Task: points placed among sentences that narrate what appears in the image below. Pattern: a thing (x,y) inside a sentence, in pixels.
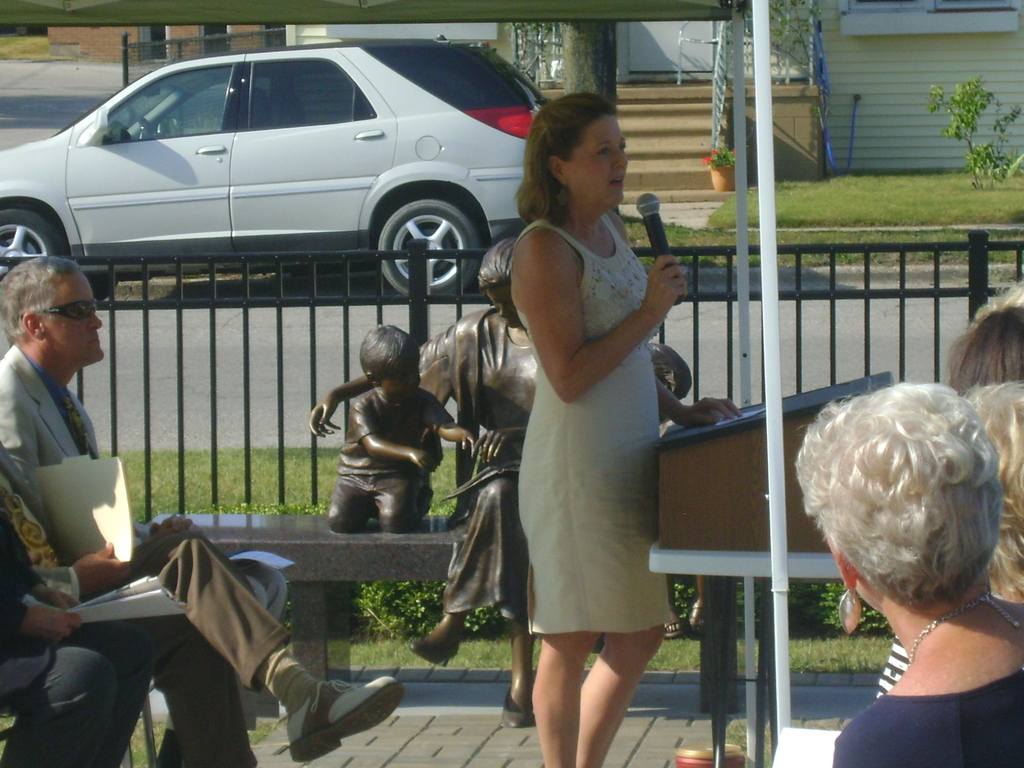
In this image there is one person (621,470) is wearing white color dress (621,442) and holding a Mic (651,218). There are some statues (394,516) in the background (464,482). There are some persons (11,524) sitting on the left side of this image (121,543) and right side of this image (894,478) as well. There is a fencing (279,349) in the middle of this image (344,301). There is a white color car (294,151) on the left side of this image (328,171) and there is one plant (972,111) on the right side of this image (979,97), and there is a house (636,78) on the top of this image (685,62).
